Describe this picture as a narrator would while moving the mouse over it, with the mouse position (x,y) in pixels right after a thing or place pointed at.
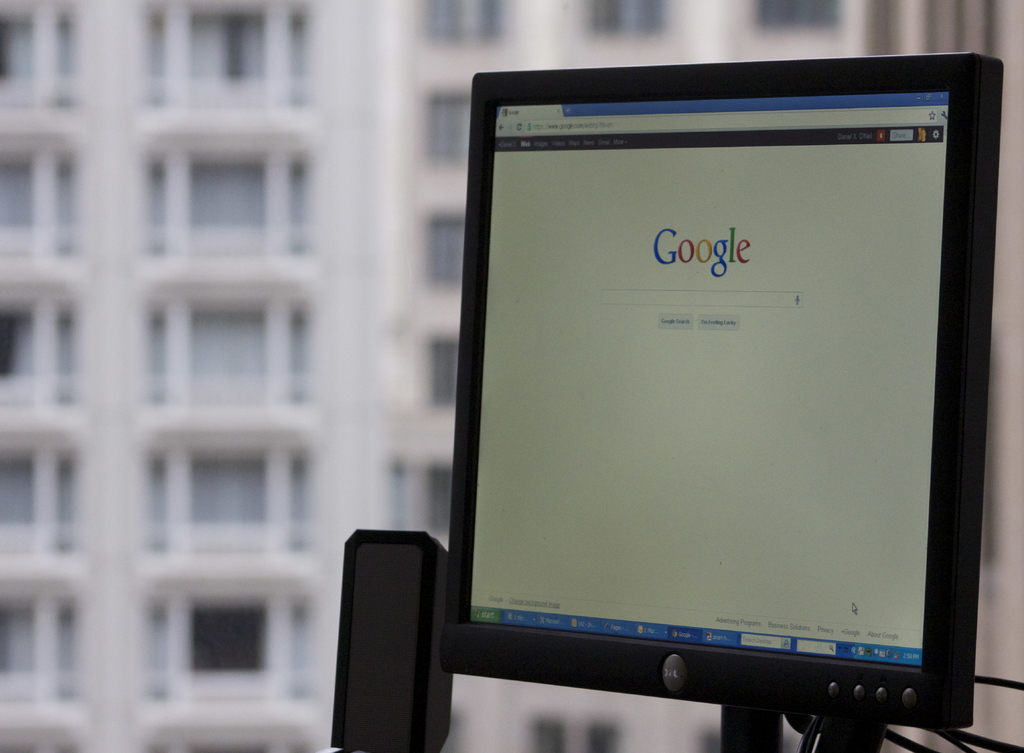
In this picture we can see a monitor (598,559) and a speaker (412,630) here, in the background (365,472) there is a building (328,222), we can see windows (452,248) of the building (443,152).
